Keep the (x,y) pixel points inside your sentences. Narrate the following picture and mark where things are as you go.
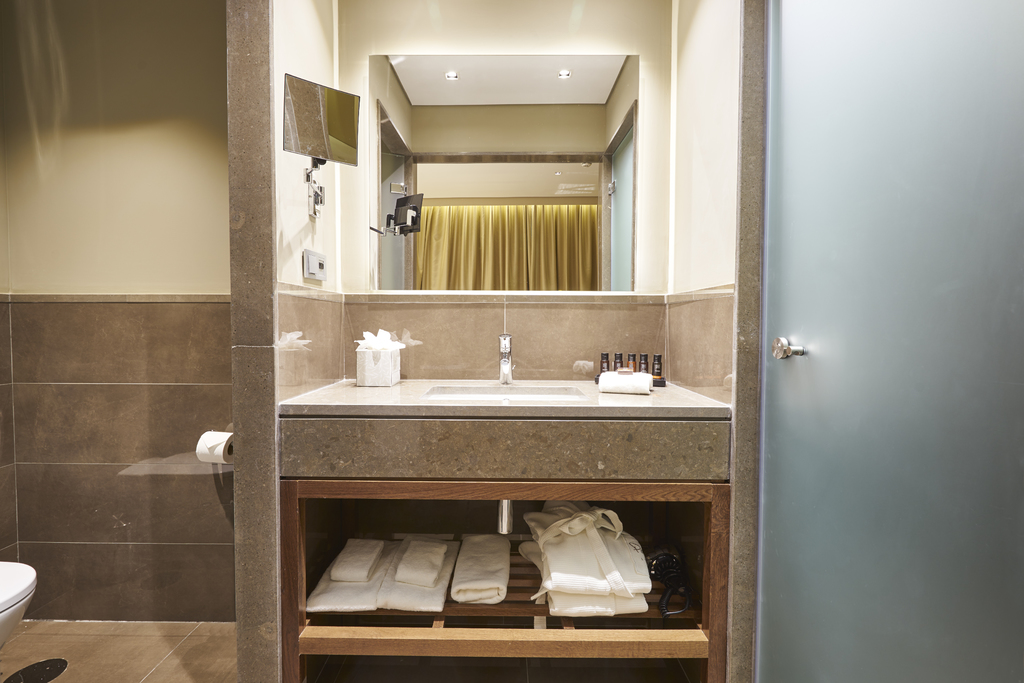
In the center of the image (342,388) there is a wall (148,273), tissue paper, bowl toilet (25,587), sink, tap (501,374), door (898,475), mirrors (459,165), towels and a few other objects (556,428). In the mirrors (398,182), we can see the reflection (452,120) of some objects (420,157).
